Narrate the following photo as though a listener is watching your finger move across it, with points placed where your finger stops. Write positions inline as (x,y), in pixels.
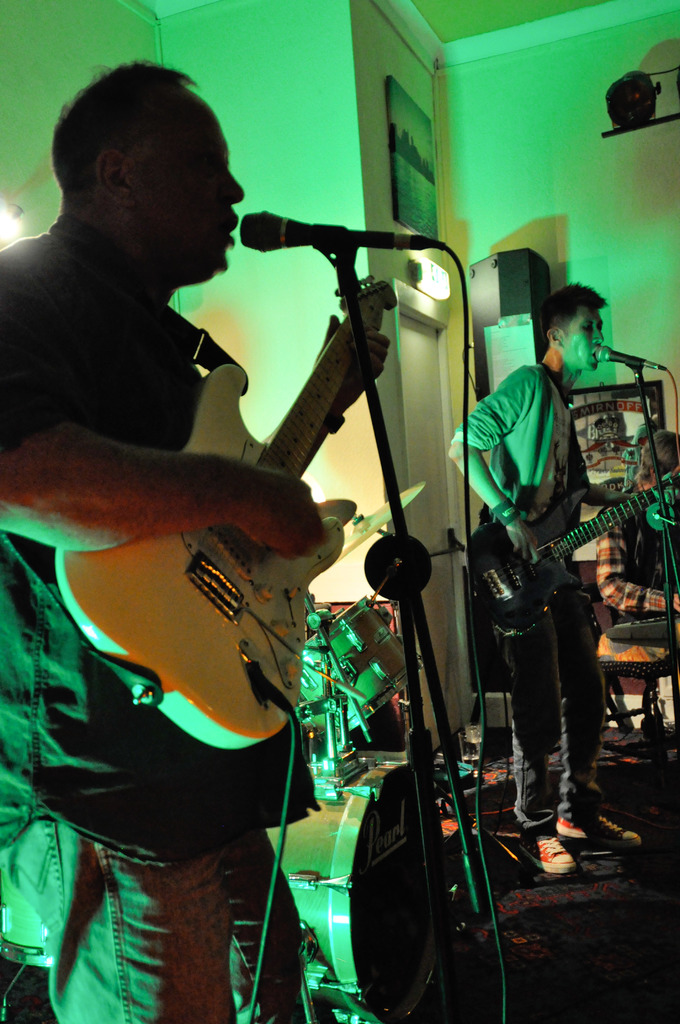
This 2 persons (571,336) are playing guitar (516,616) and singing in-front of mic (610,352). These are musical instruments (322,660). A picture (404,125) on wall (372,132).
